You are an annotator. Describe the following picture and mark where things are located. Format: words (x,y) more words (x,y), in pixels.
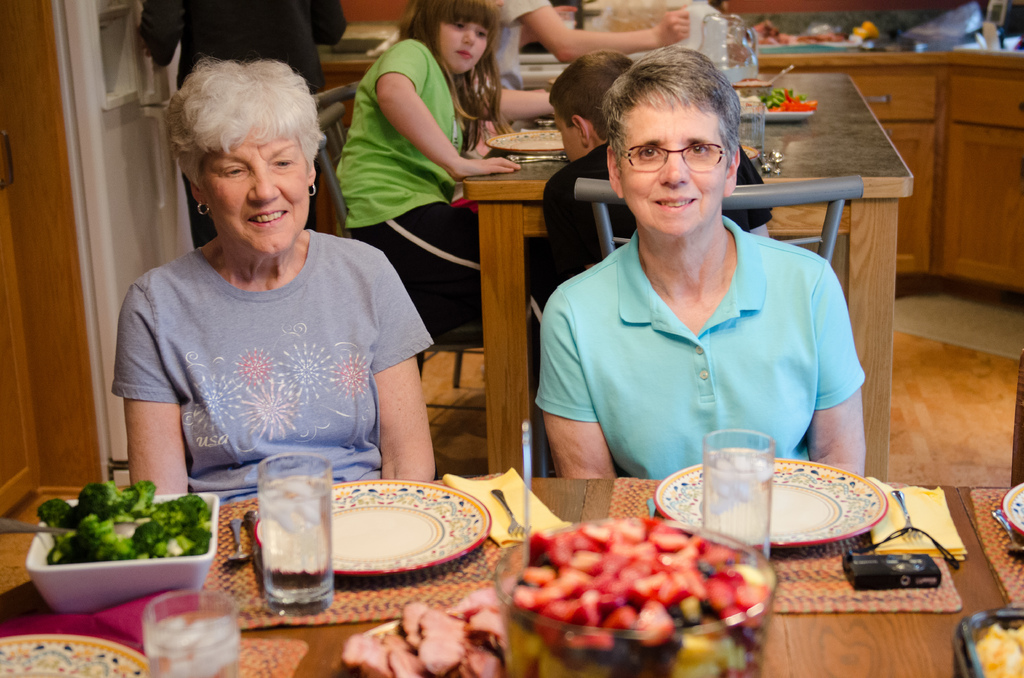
In this picture there are two women (540,373) who are sitting near to the table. On the table (998,585) I can see the plates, camera (858,585), mat (822,585), water glasses (189,642), bowl (217,555), cabbage flowers (125,546), meat (488,599) and other objects (727,649). Behind them I can see the children (390,108) who are sitting on the chair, beside them I can see the food items (776,103) on the table (791,132). In the background (1023,130) I can see the kitchen platform (999,79). On the left (18,231) there is a door (23,206). In the top left corner (317,15) there is a person (277,34) who is wearing black dress (283,24).
